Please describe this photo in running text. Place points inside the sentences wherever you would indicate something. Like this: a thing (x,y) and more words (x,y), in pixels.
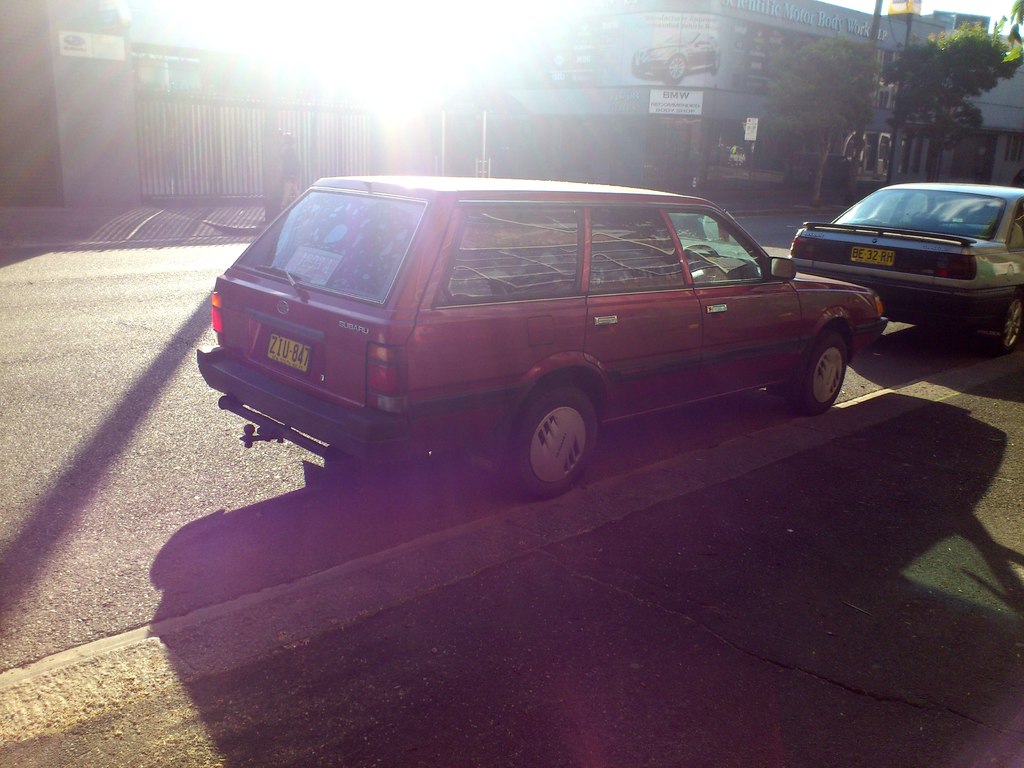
In this image I can see few buildings (739,90), shadows (797,716), trees (946,45), boards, gate (173,153) and few vehicles (839,293) on the road (491,483).
